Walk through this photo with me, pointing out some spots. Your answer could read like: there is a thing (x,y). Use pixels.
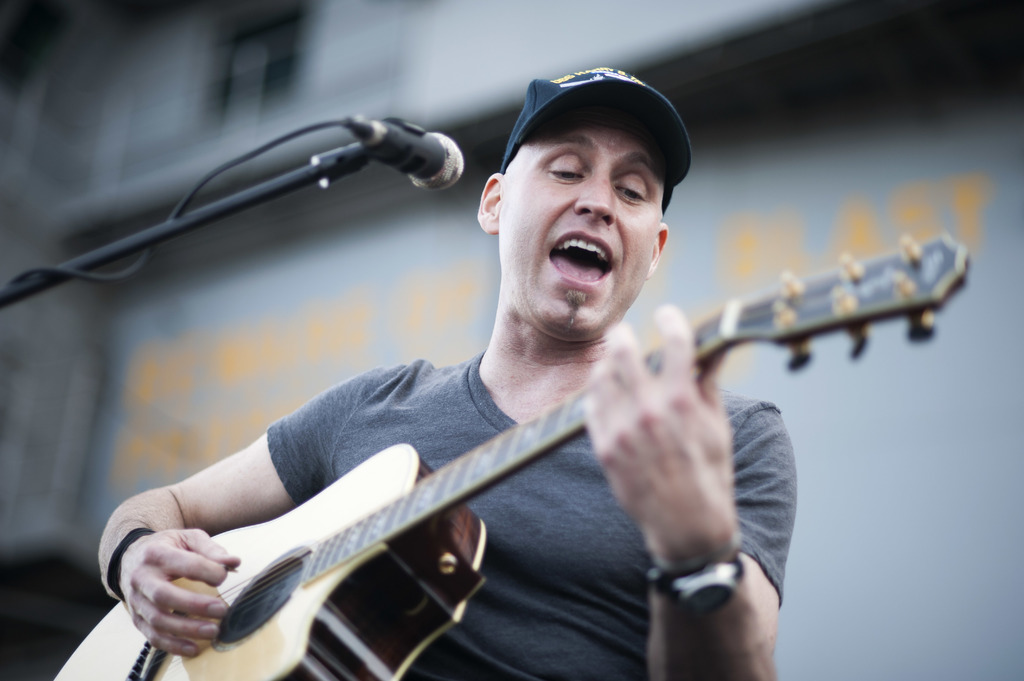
In this image we can see a man (652,605) playing guitar (441,556) and singing through the mic (439,171) in front of him.
